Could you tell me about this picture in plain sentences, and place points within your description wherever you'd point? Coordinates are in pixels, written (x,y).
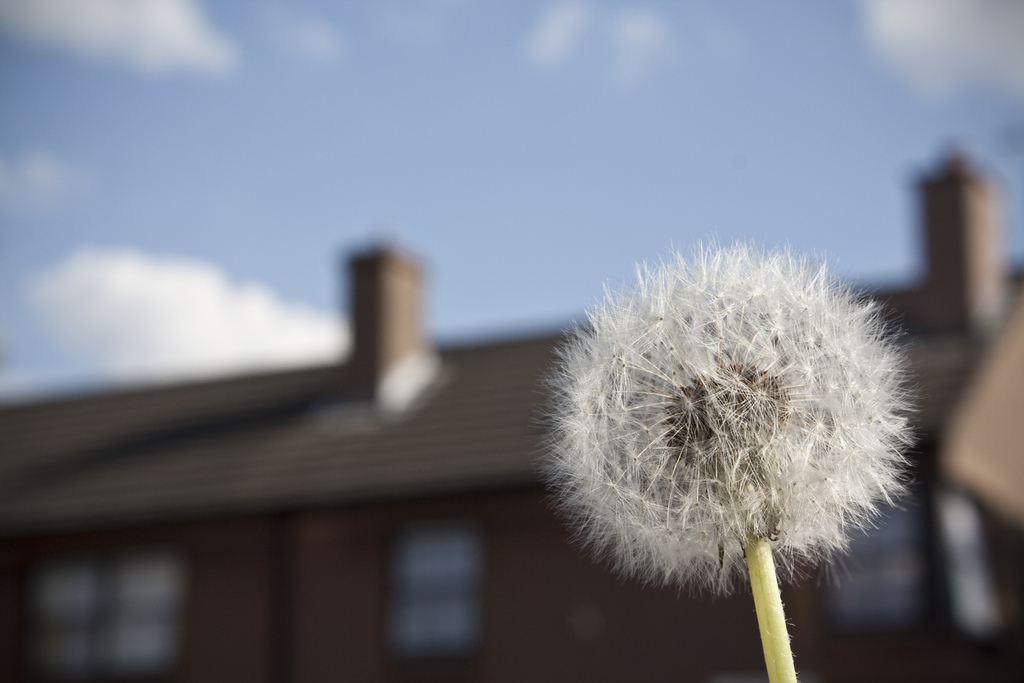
In this image I can see a flower (804,475) which is white in color to a stem (787,660) which is green in color. In the background (507,573) I can see a building (402,568), few windows (475,570) of the building (537,559) and the sky (682,208).
